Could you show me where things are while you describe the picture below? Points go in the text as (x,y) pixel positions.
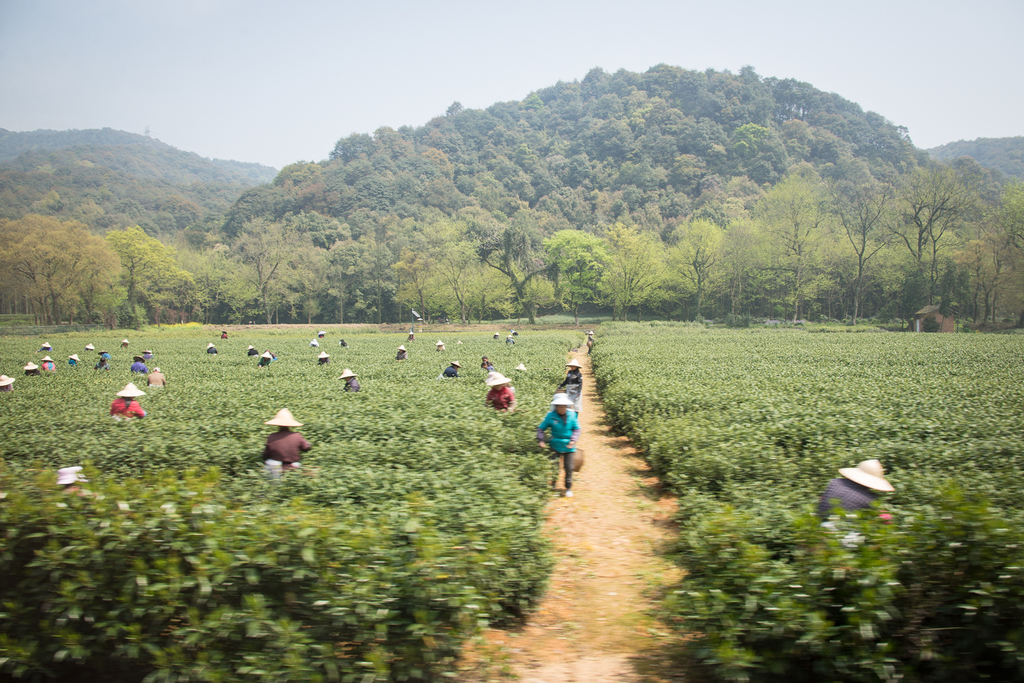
In this picture I can see trees (470,299) and few people (282,435) are standing and they are wearing caps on their heads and I can see hills (603,118), few plants (550,474) and a cloudy sky (424,114).
